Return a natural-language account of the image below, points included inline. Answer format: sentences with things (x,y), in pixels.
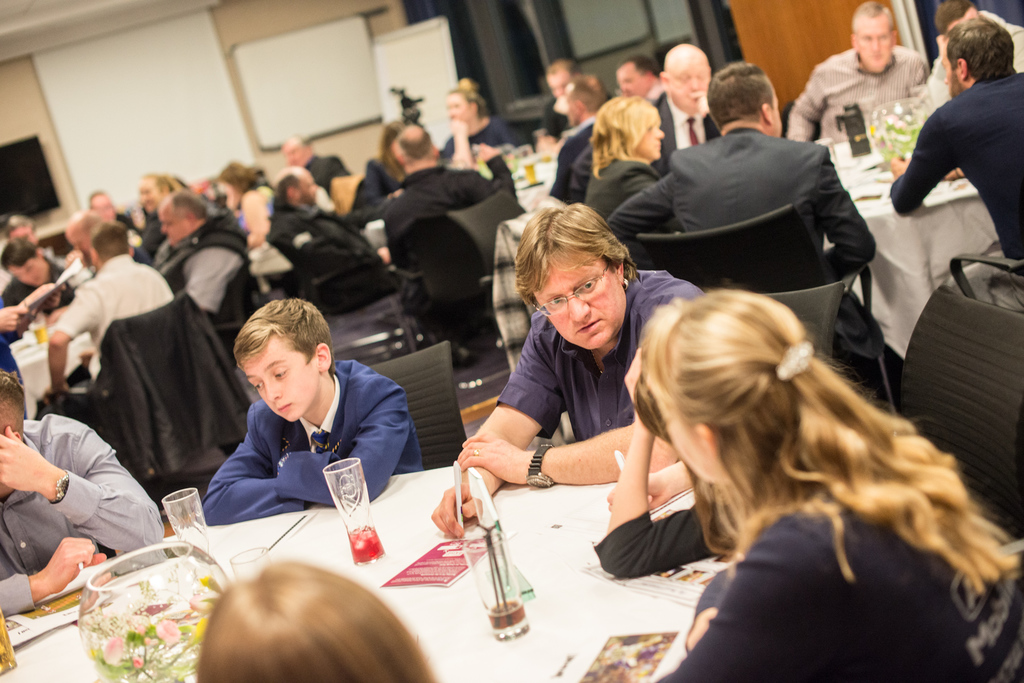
In this image I can see group of people (557,346) are sitting on chairs (335,258) in front of tables (413,526). On the tables (427,535) I can see glasses (353,539) and other objects (168,587). In the background (351,91) I can see boards (272,92) on the wall (277,154).
